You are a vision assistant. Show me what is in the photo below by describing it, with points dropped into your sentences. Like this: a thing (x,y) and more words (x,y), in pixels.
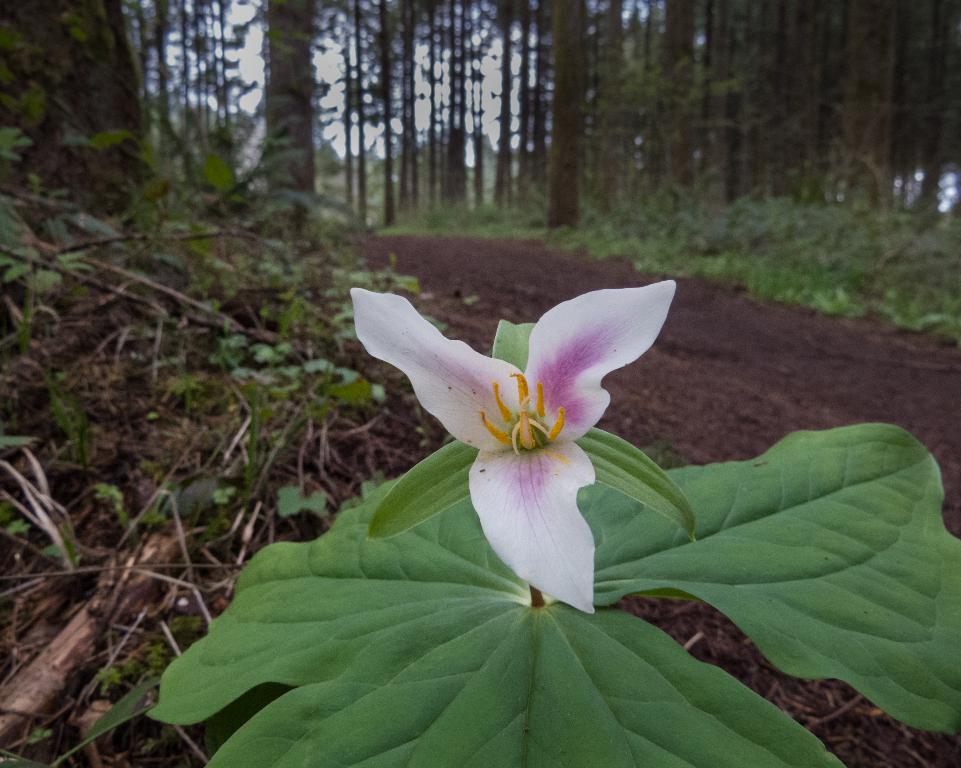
This picture might be taken from the forest (639,211). In this image, in the middle (605,508), we can see a plant (641,540) with flowers (554,490). On the right side (756,121) and left side (90,97), we can see some trees (958,61) and plants (184,164), little wood sticks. At the top (251,62), we can see a sky (245,48). At the bottom (5,749), we can see a grass (843,313) and a land (749,389) with some stones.
